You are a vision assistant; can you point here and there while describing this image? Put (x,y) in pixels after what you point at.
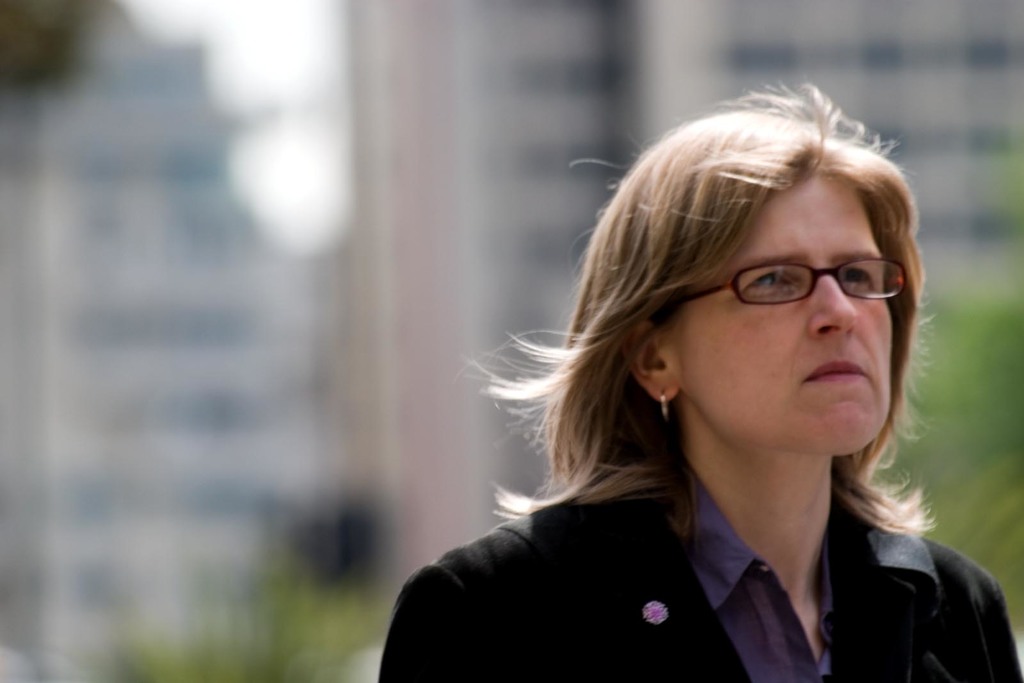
There is a woman (659,593) wore spectacle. In the background (107,504) it is blur.
